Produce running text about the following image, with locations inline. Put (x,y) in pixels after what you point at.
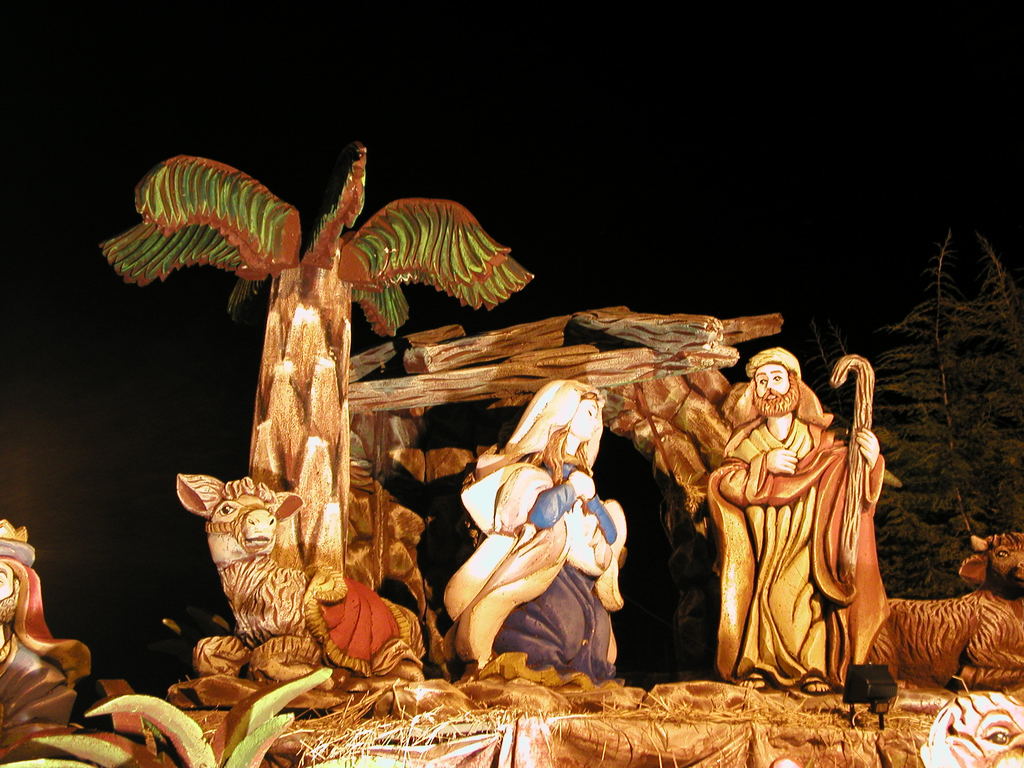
In this picture we can see an exhibition of a nativity scene (594,578), we can see art objects (790,459) in the front (552,522), there is a dark background (718,231).
